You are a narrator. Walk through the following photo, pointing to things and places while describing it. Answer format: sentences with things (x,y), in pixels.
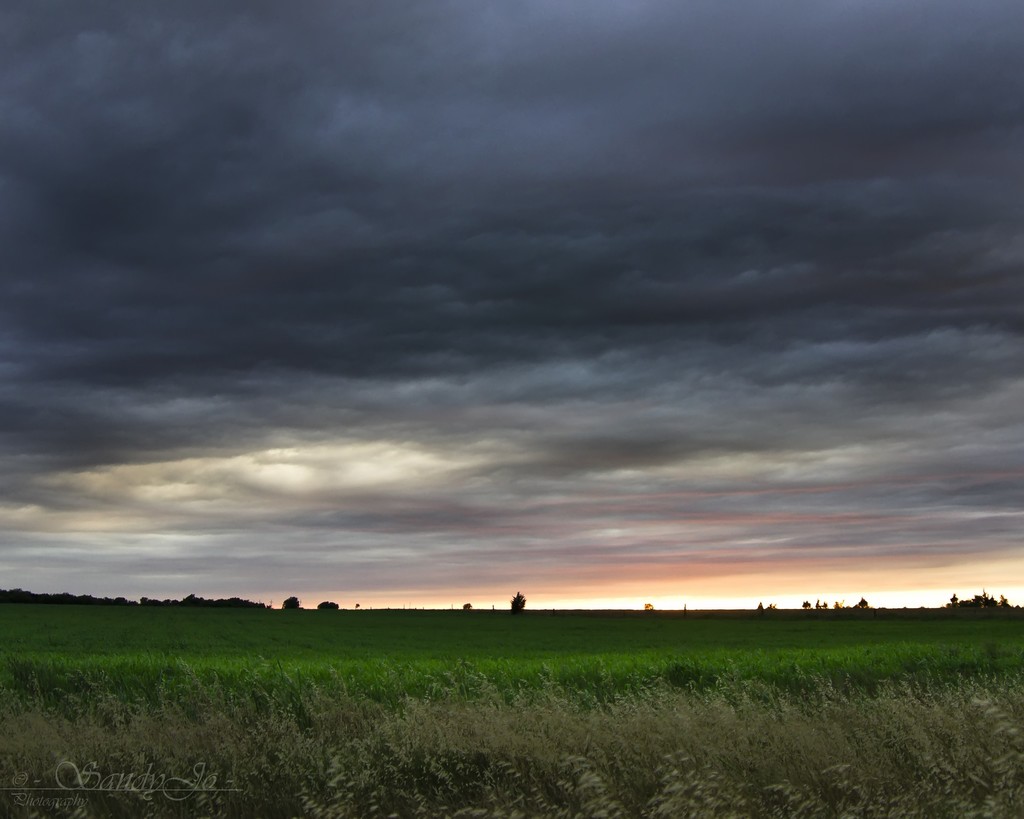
This picture is clicked outside the city. In the foreground (346,660) we can see the green grass (816,683). In the background (911,592) we can see the trees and the sky (517,412) which is full of clouds (428,265). In the bottom left corner (140,772) there is a watermark (199,776) on the image.
